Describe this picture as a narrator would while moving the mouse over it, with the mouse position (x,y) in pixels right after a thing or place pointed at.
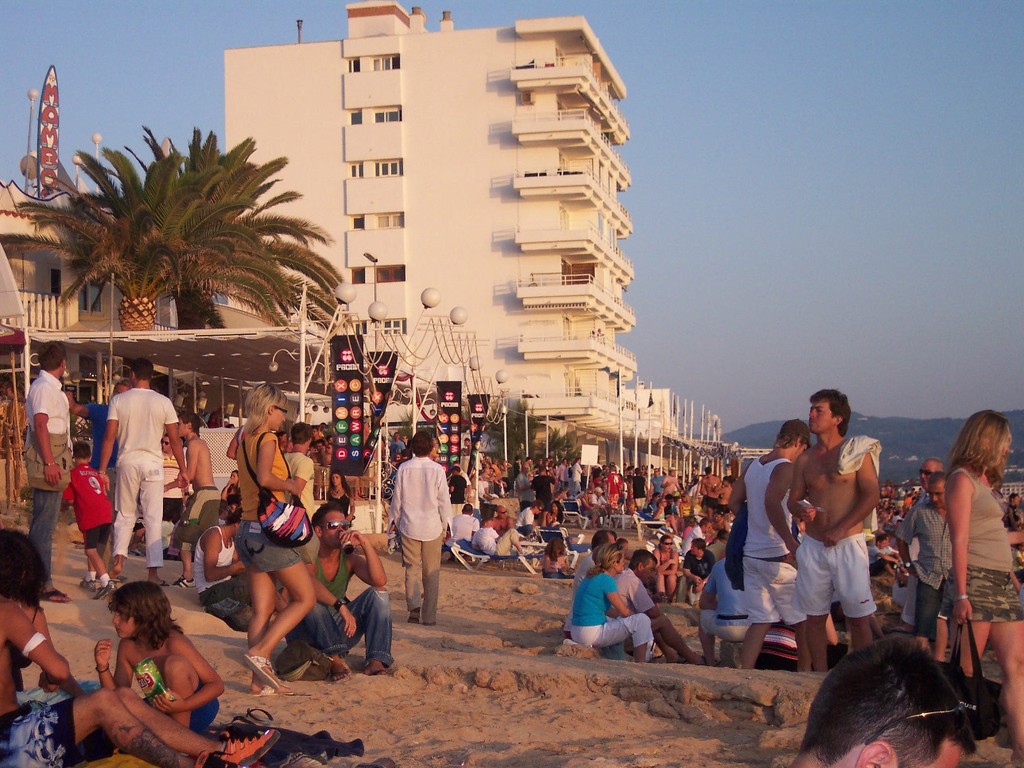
In this image, there are some people (868,750) sitting on the ground (626,684), there are some people (932,575) standing, there is a white color building (446,244), at the left side (137,297) there is a green color tree (145,261), at the top (813,162) there is a blue color sky (842,78).
